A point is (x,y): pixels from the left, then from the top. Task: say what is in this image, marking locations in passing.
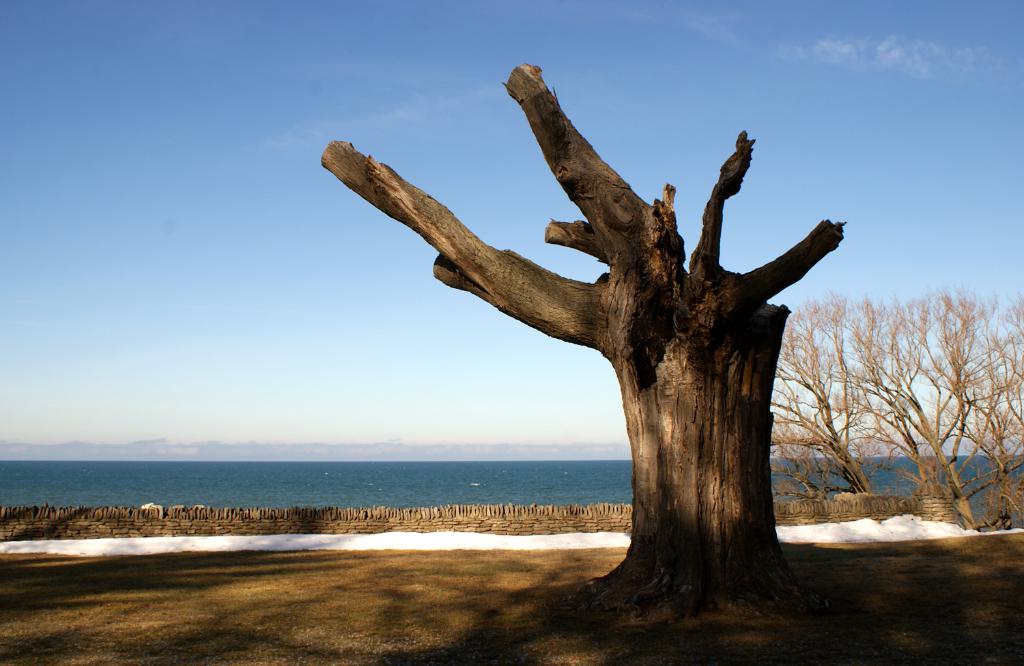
In this picture we can see the ocean (383,494), some trees (948,378) and we can see tree trunk (703,471).
